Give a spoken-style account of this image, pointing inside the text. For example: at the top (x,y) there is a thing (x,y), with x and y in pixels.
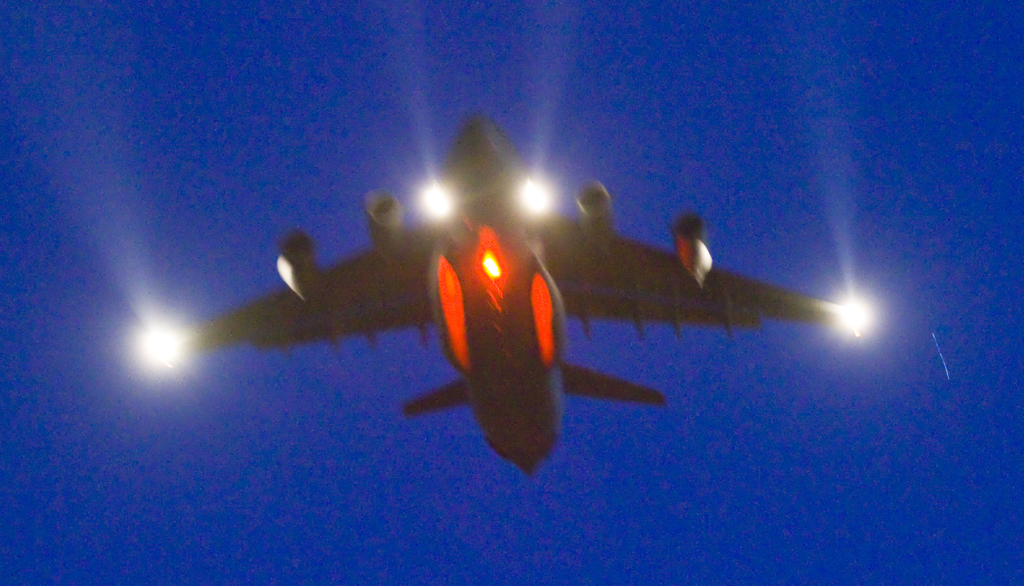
In this image, we can see an airplane (489,283) on the blue background.
